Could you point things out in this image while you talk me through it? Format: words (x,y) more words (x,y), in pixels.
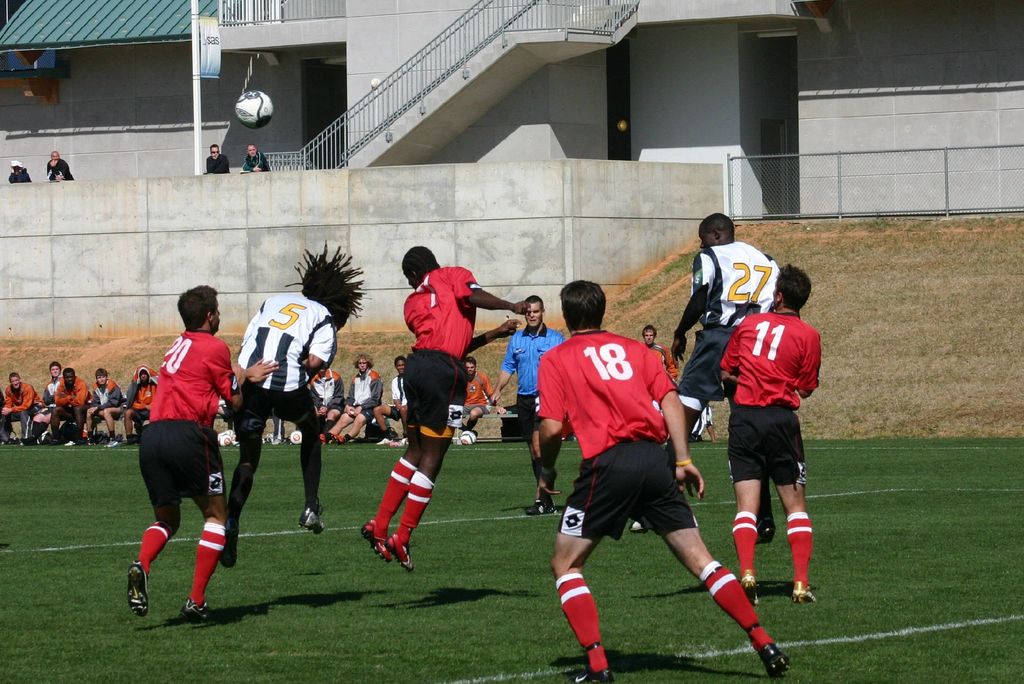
In this image I can see the group of people (425,492) with different color dresses (421,378). To the side of these people (194,405) I can see few people (101,397) sitting. In the background (216,139) I can see the building (304,137) and few people (224,168) are standing at the wall (185,89) of the building (191,67). I can see the railing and the pole (199,158).
